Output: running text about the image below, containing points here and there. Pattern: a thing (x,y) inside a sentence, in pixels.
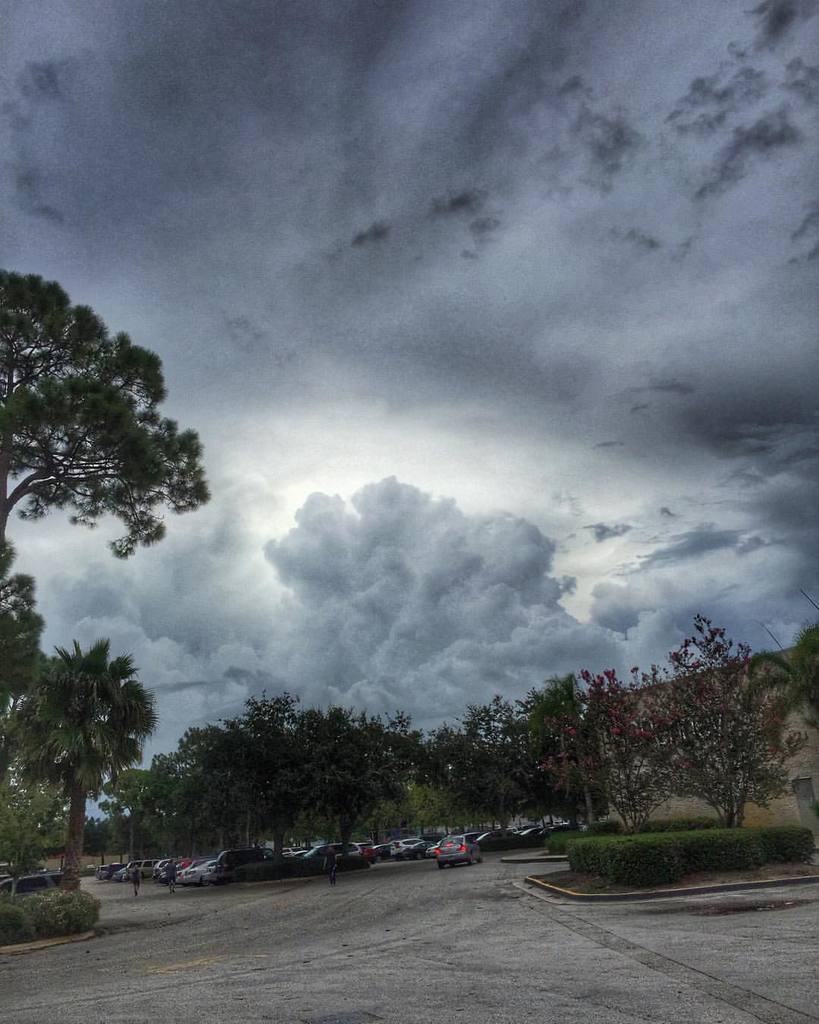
In the foreground (362,878) I can see plants (616,878), trees (416,792) and fleets of vehicles (535,824) on the road (478,893). In the background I can see the sky (647,501). This image is taken may be on the road (370,890).
